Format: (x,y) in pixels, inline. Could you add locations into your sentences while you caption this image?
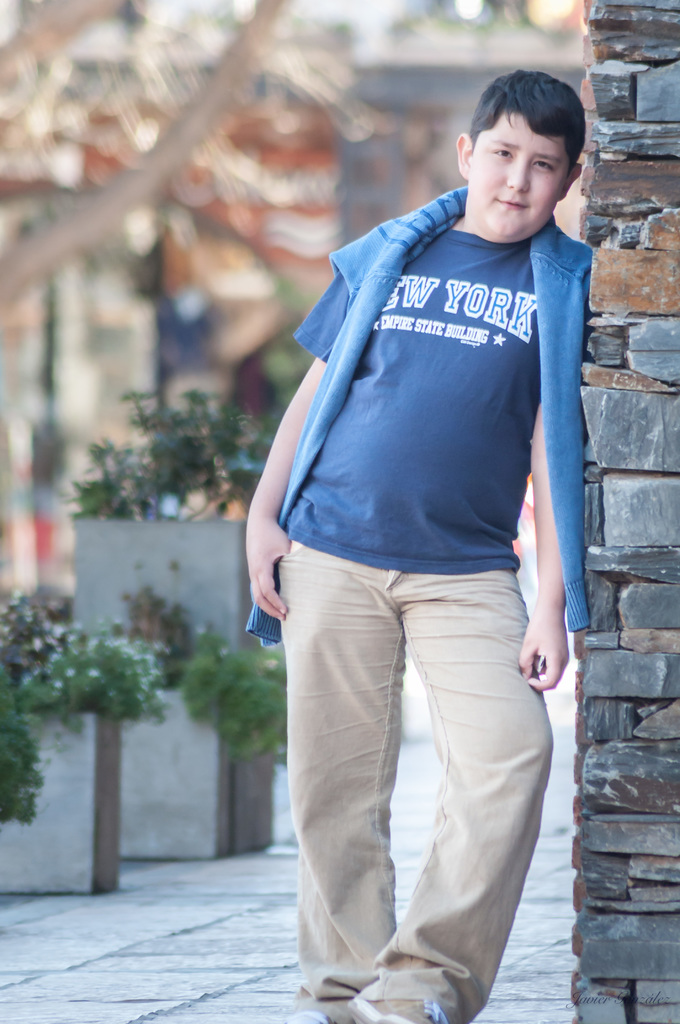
In this picture I can see a boy (408,408) standing and I can see few plants (52,641) in the pots (139,723) and I can see buildings (341,176) and a tree (68,213) in the back (378,176).
